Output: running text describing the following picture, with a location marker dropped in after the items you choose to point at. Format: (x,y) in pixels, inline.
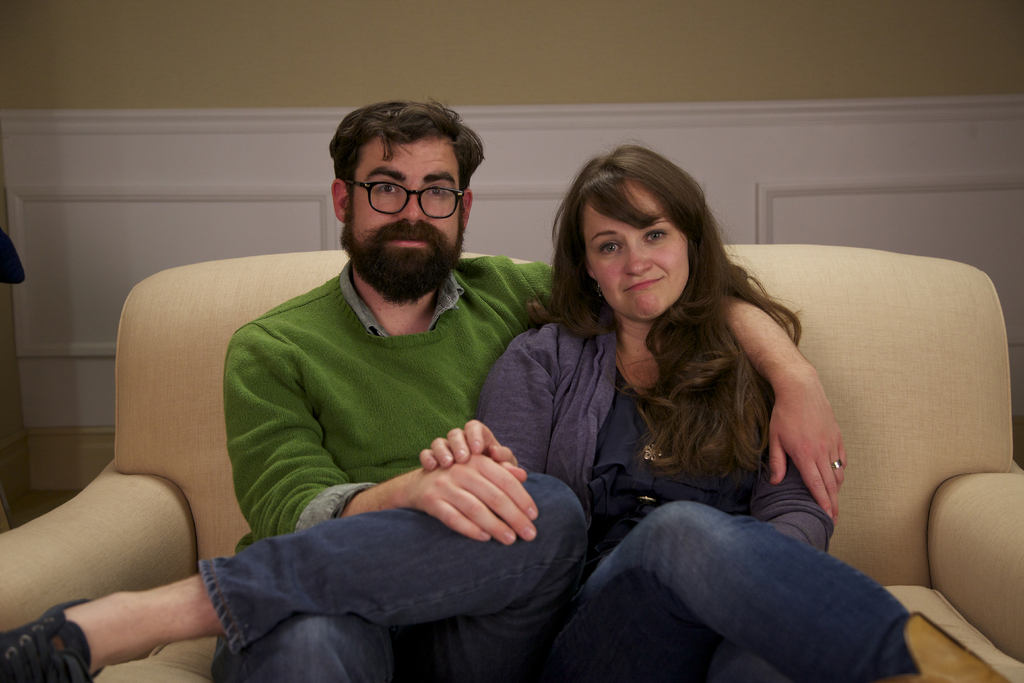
In this image a man (360,405) and a woman (476,442) are sitting on a sofa (144,467). The man (319,377) is wearing a green sweater (310,423) and blue jeans (506,546) the woman (558,428) is wearing purple sweater (579,396). In the background (147,107) there is wall (153,90).
